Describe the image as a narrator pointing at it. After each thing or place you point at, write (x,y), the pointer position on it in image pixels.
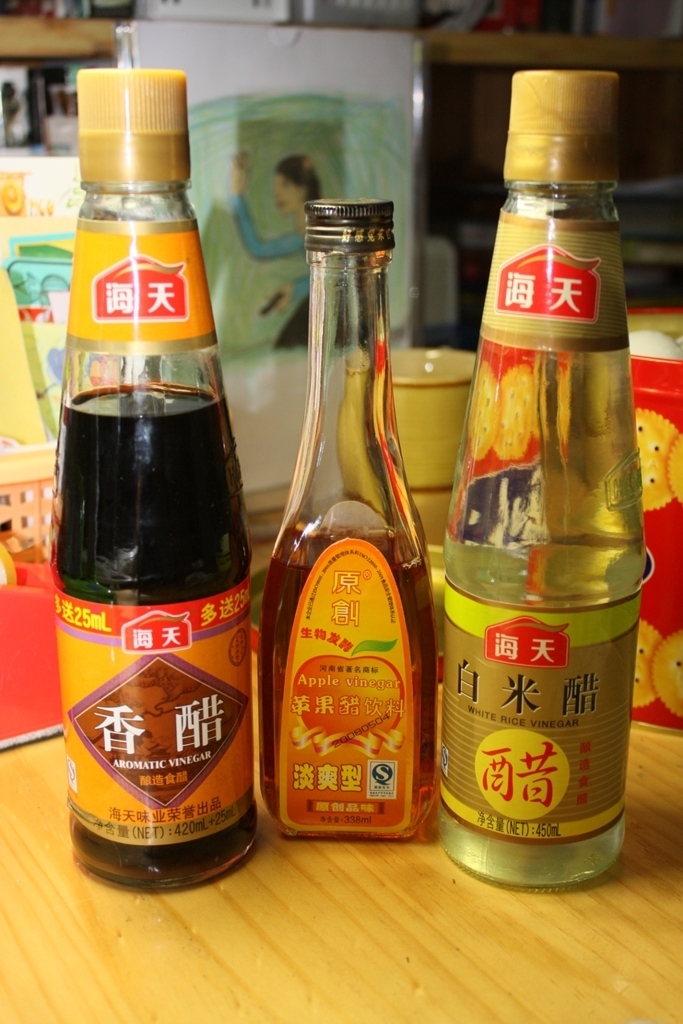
In this picture there is a table (281,948) on the table (465,928) we have some bottles (313,542) different types of bottles (572,374) in that bottle (198,531) there is a fluid (166,501) and on the back side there is a pack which is covered with red in color there are some biscuit packets (656,563) on the table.
